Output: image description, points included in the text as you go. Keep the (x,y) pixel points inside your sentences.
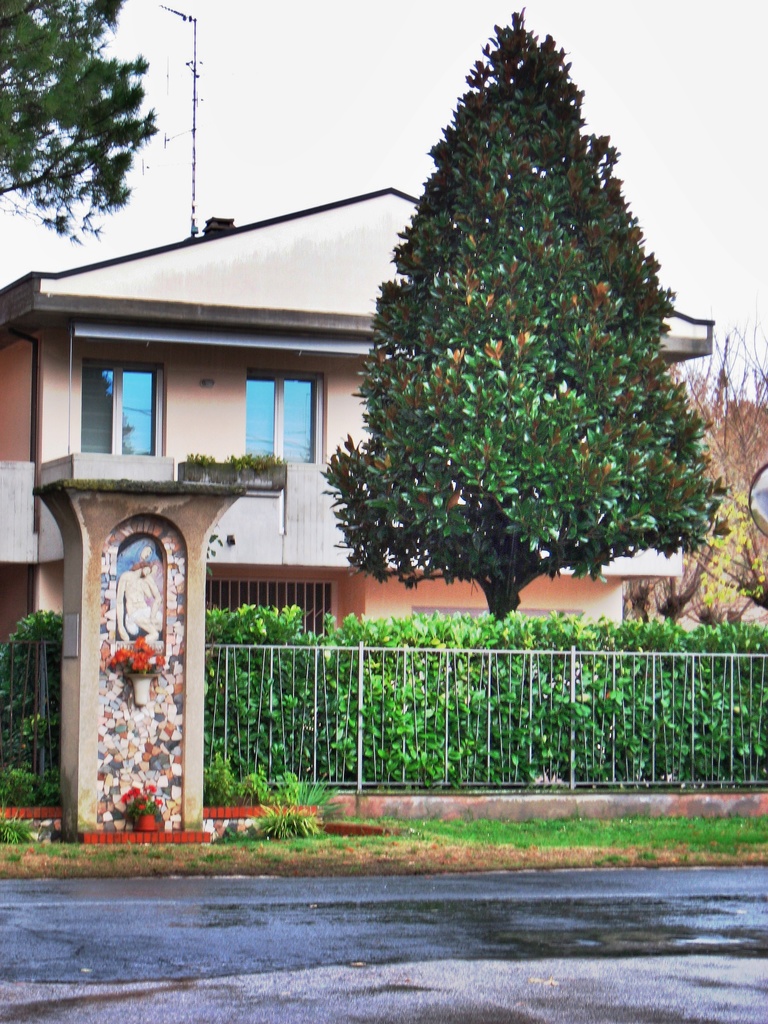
In this image we can see the road (333,1006), the pillar (165,802), flowers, shrubs (417,710), trees (455,479), house (361,334) and the sky (331,28) in the background (331,75).
